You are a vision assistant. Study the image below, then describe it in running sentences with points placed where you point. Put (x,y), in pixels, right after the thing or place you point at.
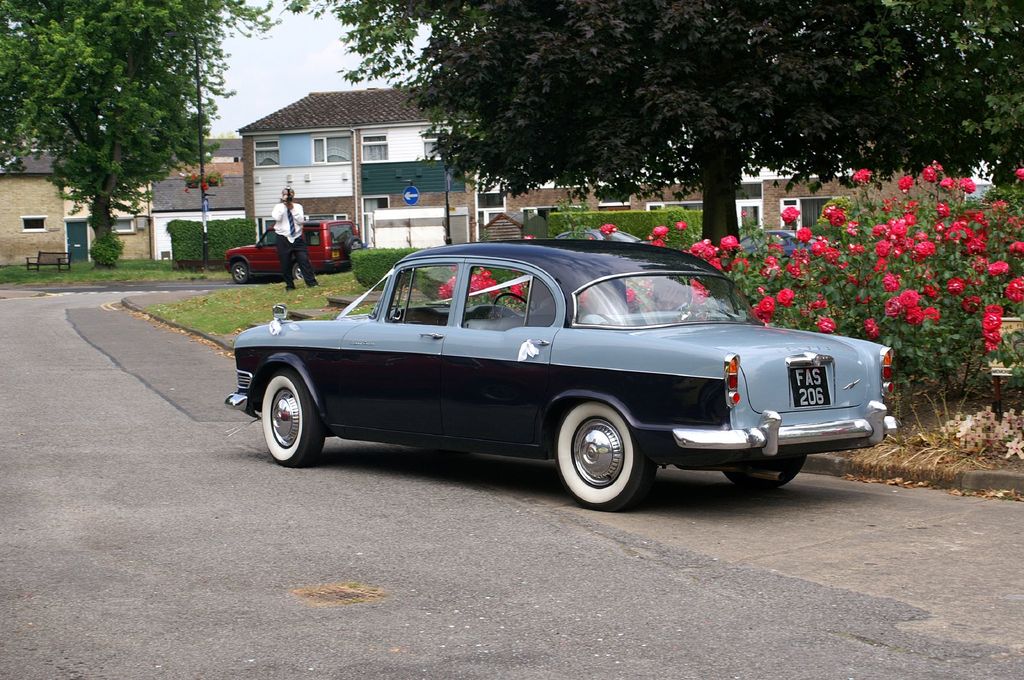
A black color car (608,449) is there on the road (761,512), on the right side (816,286) there are red color flower plants (938,259). In the middle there are houses (481,204). On the left side (135,207) there is a tree (134,182).
